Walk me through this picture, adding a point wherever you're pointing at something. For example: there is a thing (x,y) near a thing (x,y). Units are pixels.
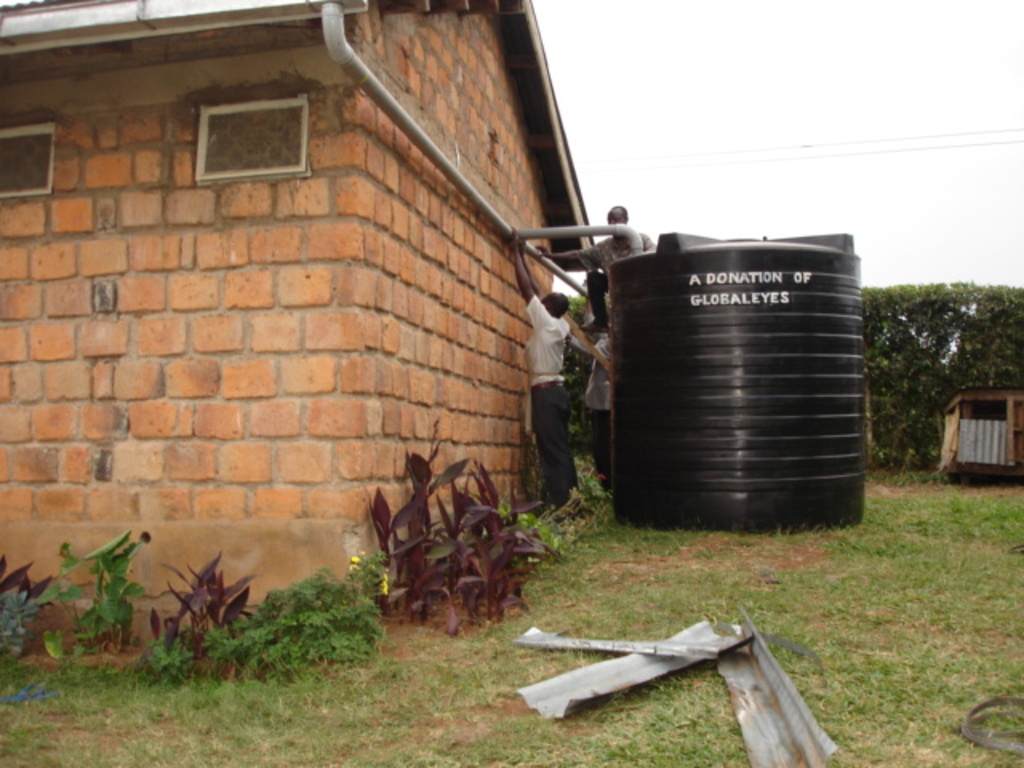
This picture is clicked outside. In the foreground (595,687) there are some objects (752,625) placed on the ground (1011,605). On the left (318,582) we can see the plants (454,519) and a house (380,310) we can see the group of persons (588,287) holding some objects (586,227). In the center (655,367) there is a black color tanker (667,375) placed on the ground (723,545). In the background (985,319) we can see the plants (956,305) and the cables (973,133) and the sky (749,84).
